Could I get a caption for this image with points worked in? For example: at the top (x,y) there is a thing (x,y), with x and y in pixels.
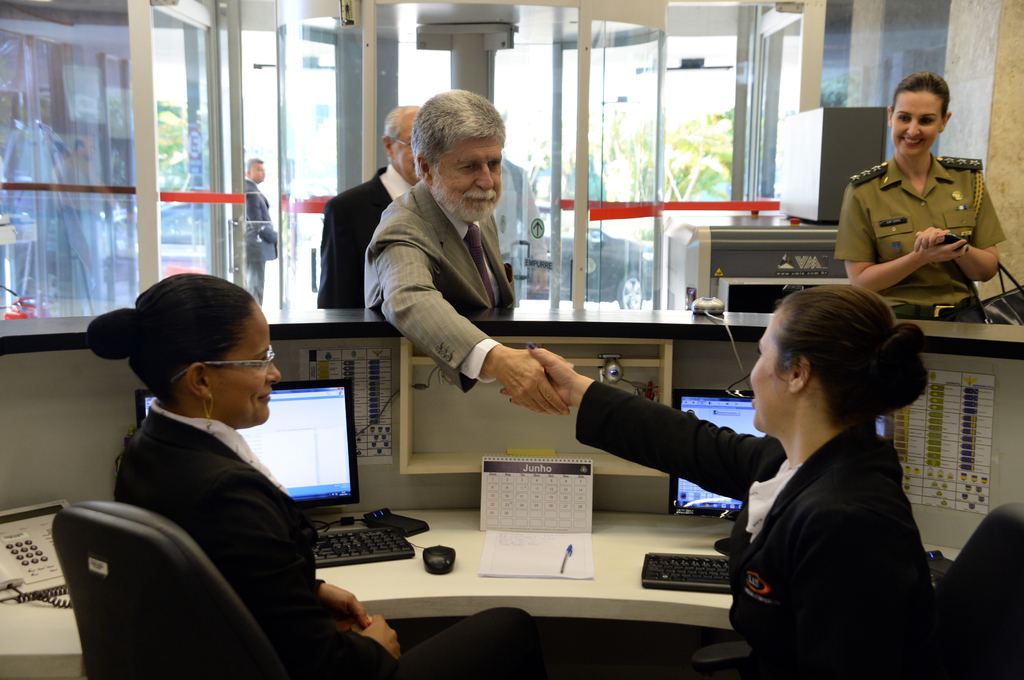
In this image there are two women (825,539) with black suits (848,557) and one of the woman (793,510) is giving shake hand (581,385) to the man (405,196). In the background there are also few persons (410,170). On the right (911,195) there is a woman (909,227) smiling. Glass windows (293,155) and glass doors (599,115) are visible in this image. Image also consists of two monitors (305,457), two keyboards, a book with a pen (561,565), a landline (49,556) and these are placed on the white surface (556,585). Behind the glass window (612,257) there are vehicles (595,234) and also trees (711,155).
